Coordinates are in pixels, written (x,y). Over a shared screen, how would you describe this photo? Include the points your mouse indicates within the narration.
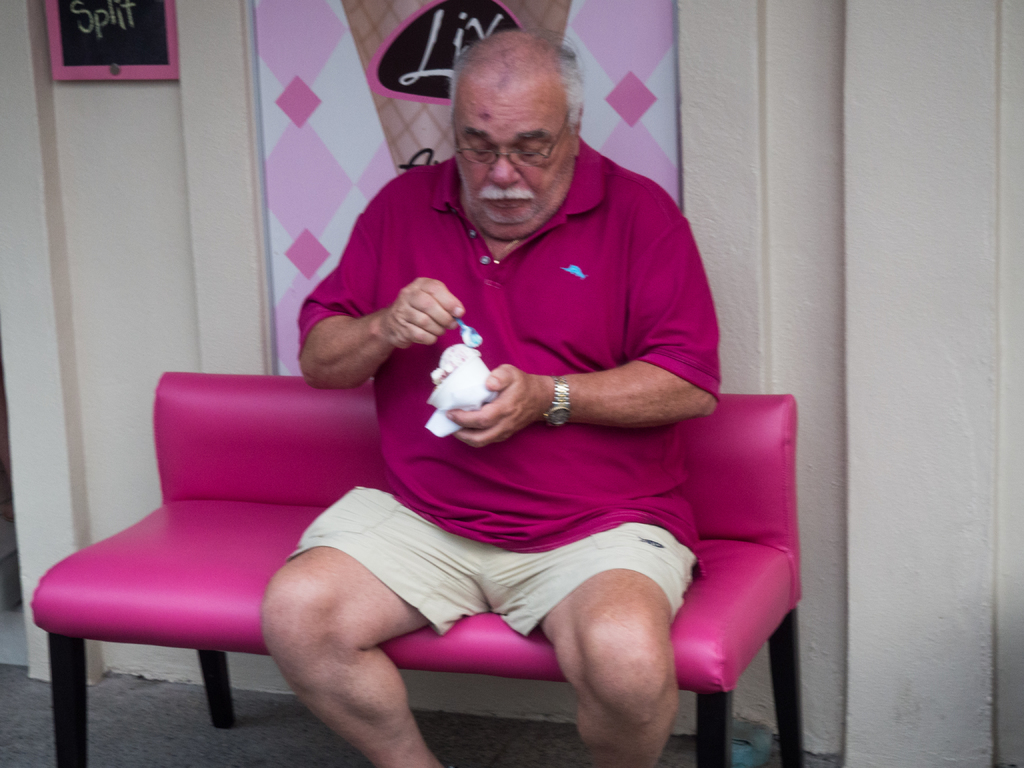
In this image there is a person (572,392) sitting on the chair (196,627) and he is holding the ice cream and a spoon (468,340). Behind him there is a frame (155,56) attached to the wall (170,284). At the bottom of the image (206,737) there is a floor (173,745). On the right side of the image (740,738) there is some object (750,744).
